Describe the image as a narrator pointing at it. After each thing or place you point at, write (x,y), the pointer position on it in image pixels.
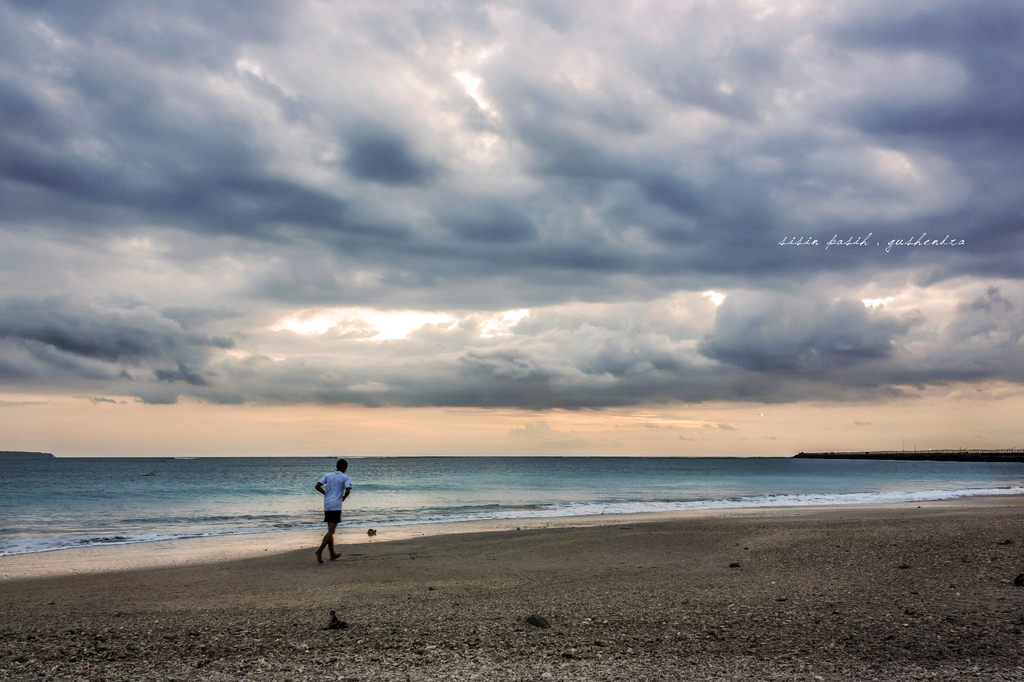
In this image, we can see a person (329,523) is running near the sea shore (496,534). Background (274,468) we can see the sea (300,475) and cloudy sky (616,328). On the right side of the image (859,243), we can see a watermark (920,243) in the image. At the bottom (838,635), we can see the ground (666,656).
